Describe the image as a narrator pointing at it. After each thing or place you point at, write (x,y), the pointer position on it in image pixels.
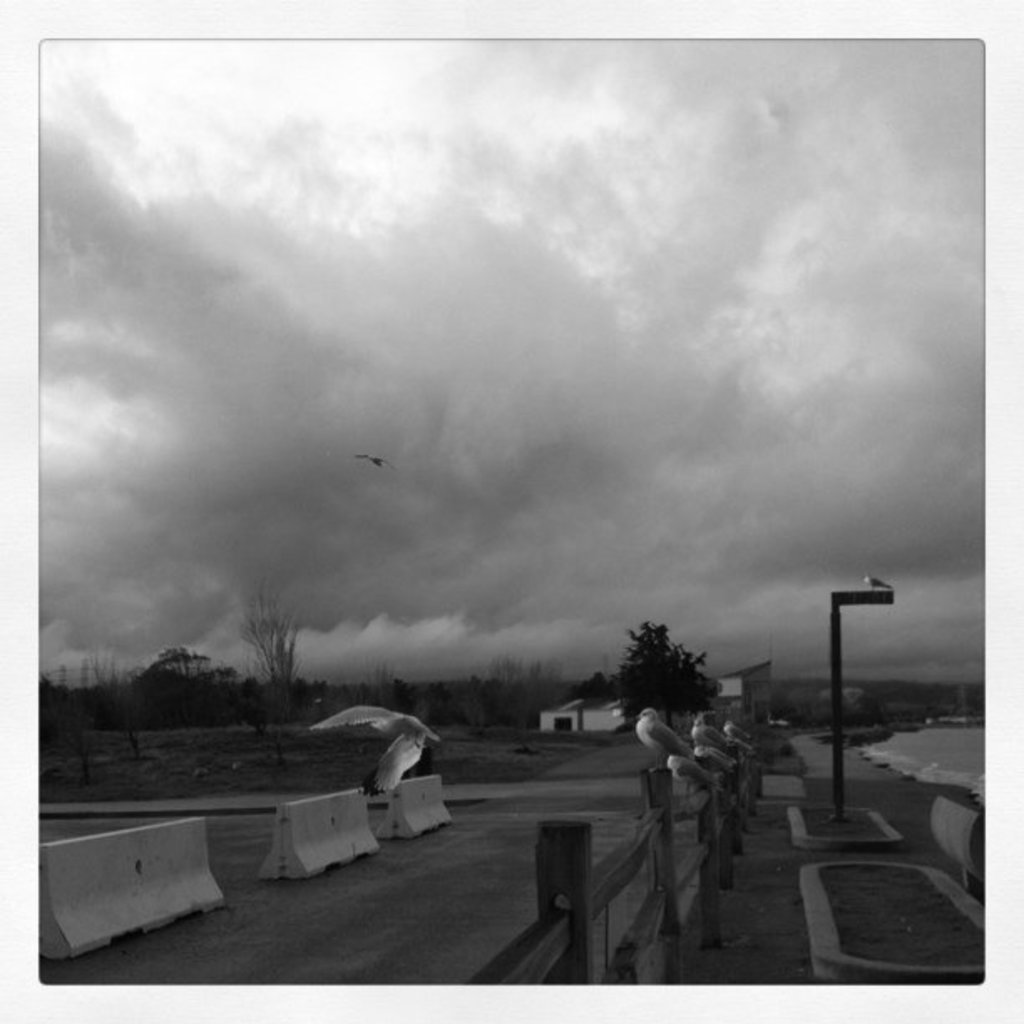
In this image I can see few birds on the fencing (638,864) and I can see few trees (338,709), buildings (583,707) and the sky (627,417) and the image is in black and white.
